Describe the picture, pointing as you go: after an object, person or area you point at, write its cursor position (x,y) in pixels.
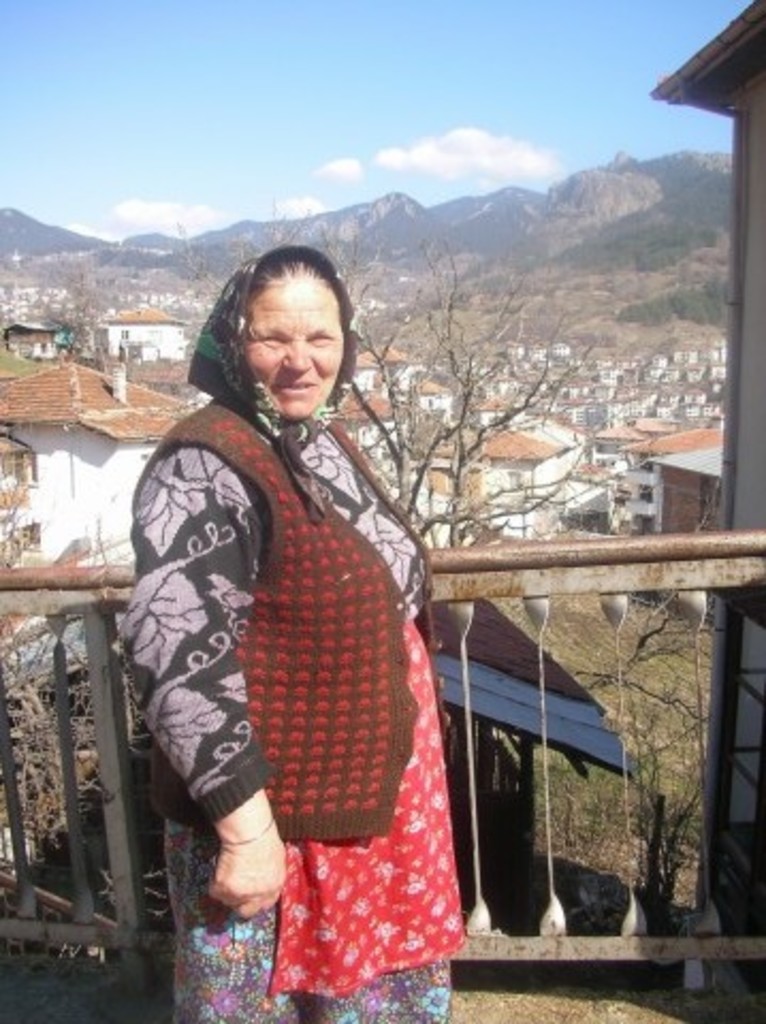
There is one women (306,693) present as we can see at the bottom of this image (355,723). There is a fencing (581,944) in the background (42,818). There are some trees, houses (129,447) and mountains (494,316) in the background (466,364). There is a cloudy sky (394,126) at the top of this image (311,79).
